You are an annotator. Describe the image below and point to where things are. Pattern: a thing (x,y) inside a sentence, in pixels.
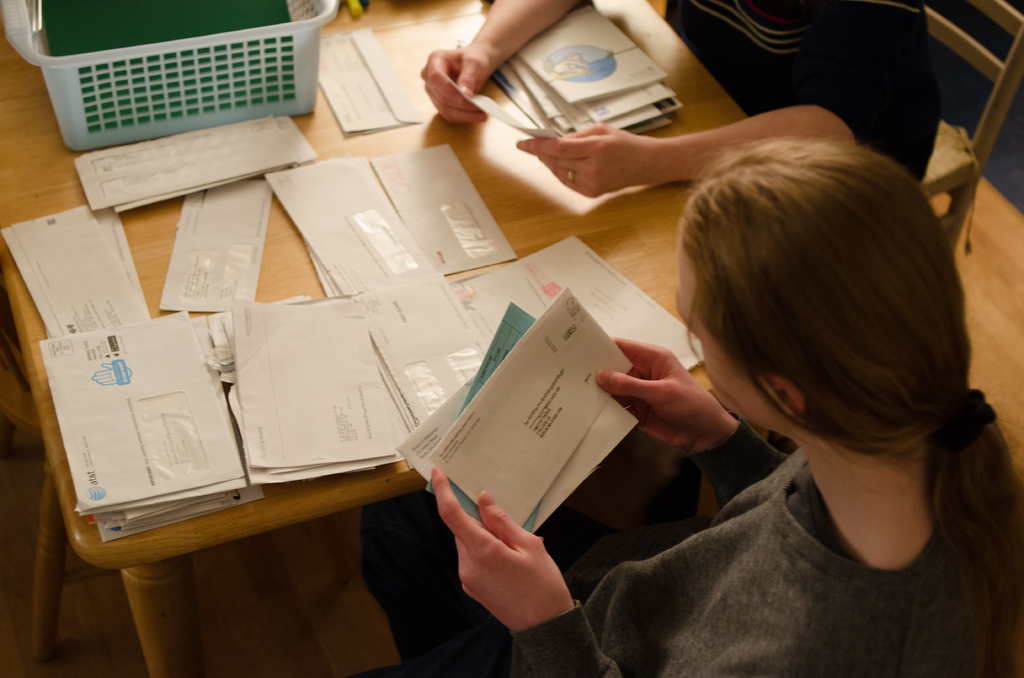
In the center of the image (539,446) we can see two persons (780,222) are sitting on the chairs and they are holding some objects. In front of them, there is a table (520,257). On the table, we can see one basket (129,53), envelopes (345,278) and a few other objects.
